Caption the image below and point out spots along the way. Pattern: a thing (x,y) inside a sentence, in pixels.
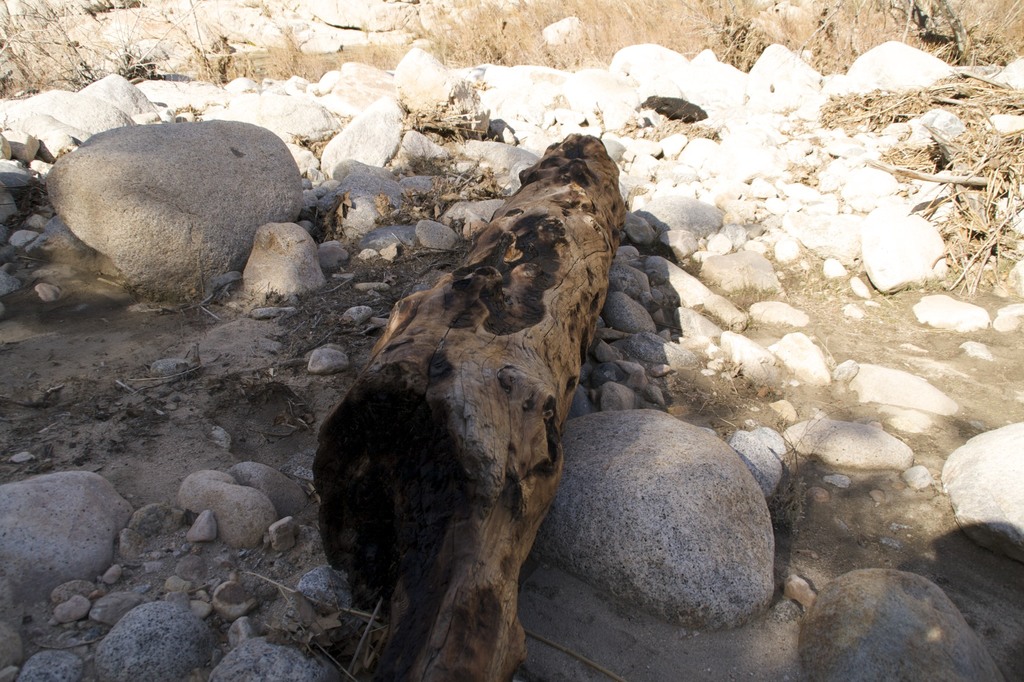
In this image I can see there is a trunk (417,545) of a tree (464,553) in between the rocks (496,69) and there is some grass (946,35) in the background (814,29).
